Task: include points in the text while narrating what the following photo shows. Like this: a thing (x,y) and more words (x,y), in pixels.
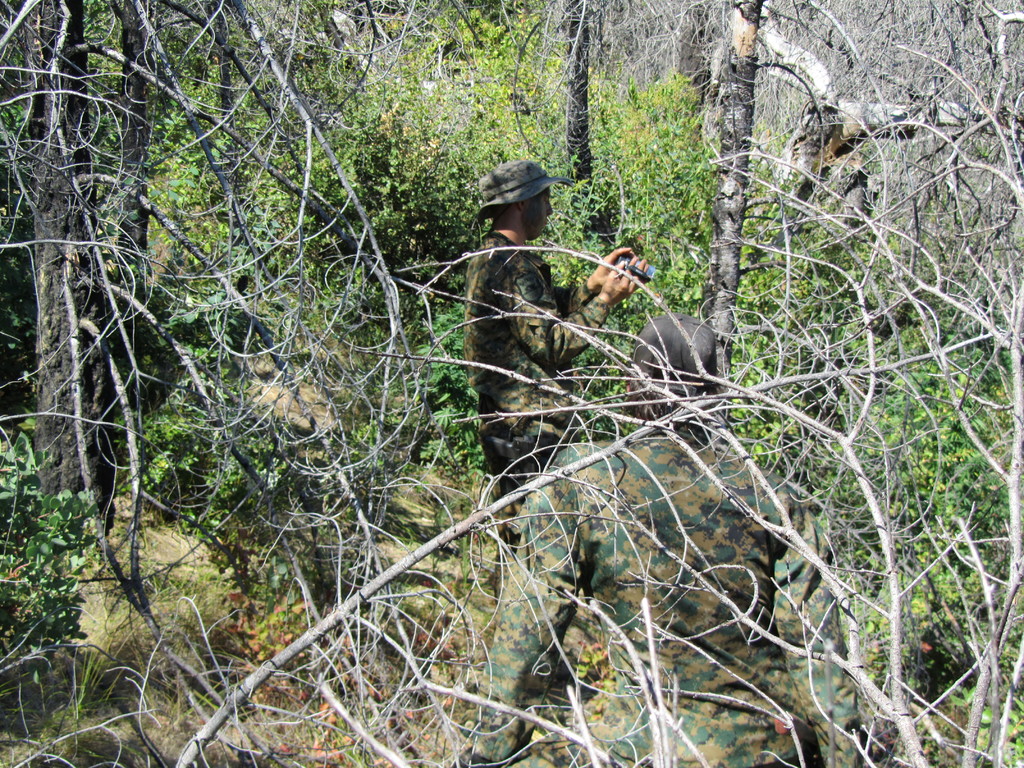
In this image we can see two persons (705,526) and one among them is holding a camera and we can see trees (193,15).
